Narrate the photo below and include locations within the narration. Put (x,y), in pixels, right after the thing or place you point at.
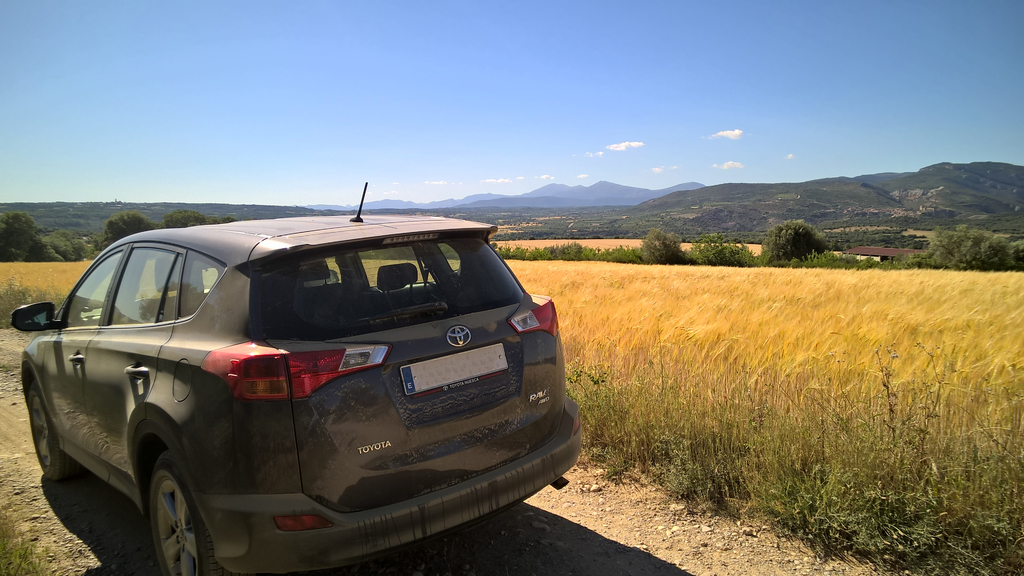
There is a car (291,408) and this is grass (858,492). In the background (13,209) we can see trees (930,243), mountain (652,198), and sky (564,123) with clouds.
